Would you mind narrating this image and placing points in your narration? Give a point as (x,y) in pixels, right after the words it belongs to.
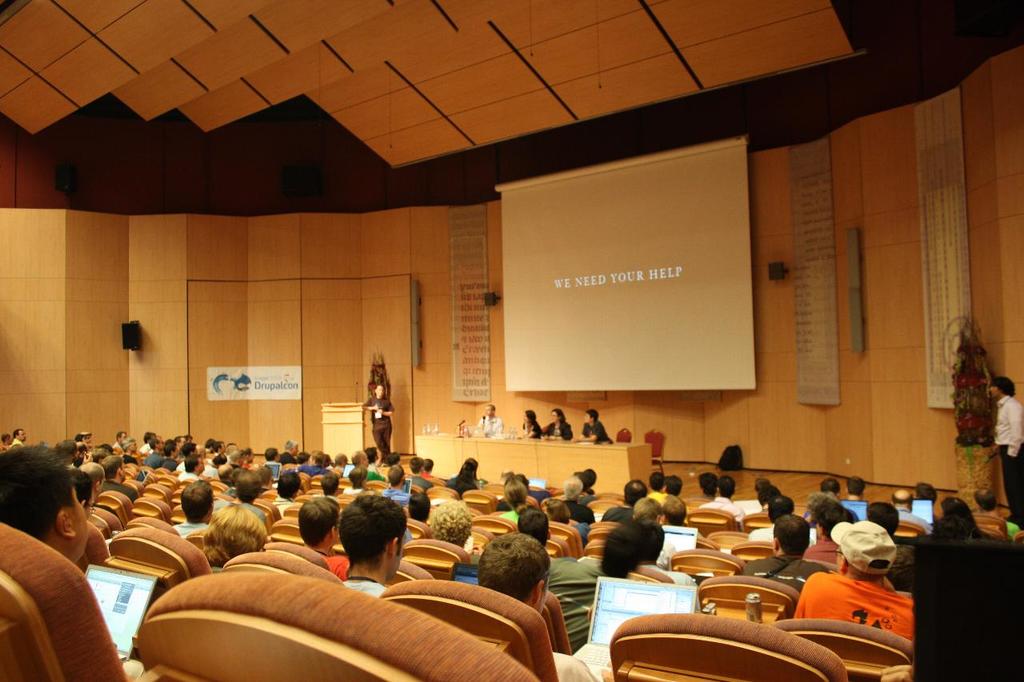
This image is taken in a conference hall (352,326). In this image there are a few people (372,573) sitting on the chairs (547,604) and they are placed their laptops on their laps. In front of them there is a person (384,427) standing on the stage (410,458) and few are sitting in front of the table (500,443) with some stuff (467,433) on it. In the background (413,238) there is a wall (635,415) and a screen (722,331) hanging on it. At the top of the image (415,97) there is a ceiling (437,85).
